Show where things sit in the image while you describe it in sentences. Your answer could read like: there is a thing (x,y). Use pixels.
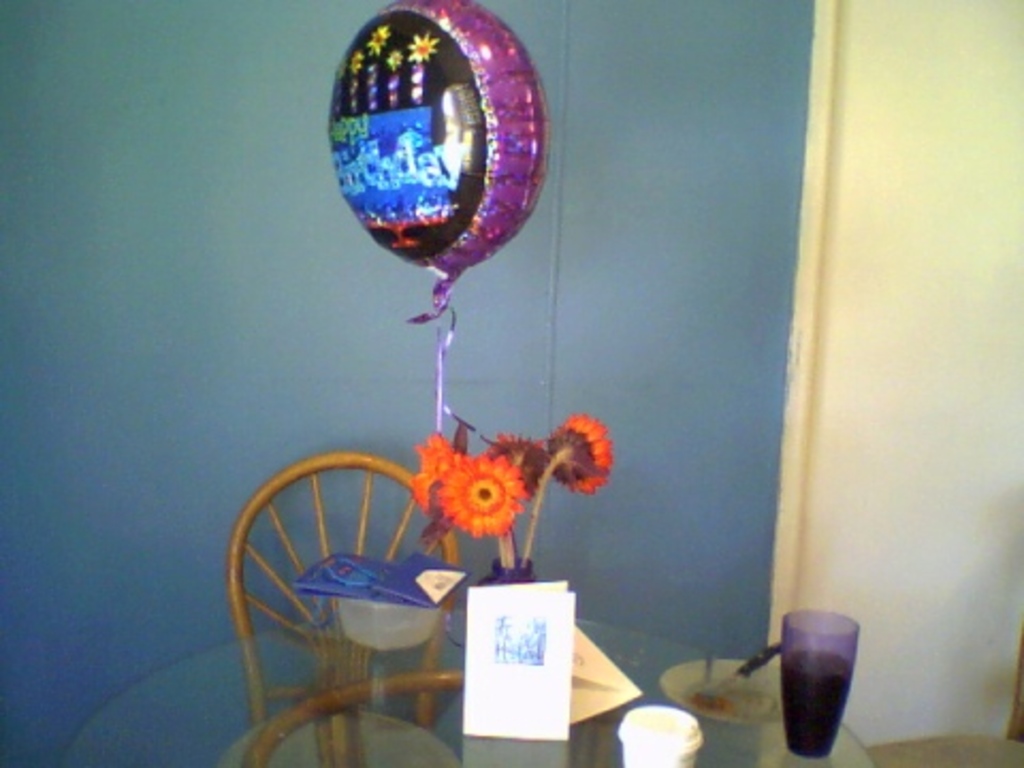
In the image there is a dining table (430,713) on which there is a flower vase (510,574) and a balloon (435,257) tied to it and back side of the table (401,650) there is a chair (320,519).
